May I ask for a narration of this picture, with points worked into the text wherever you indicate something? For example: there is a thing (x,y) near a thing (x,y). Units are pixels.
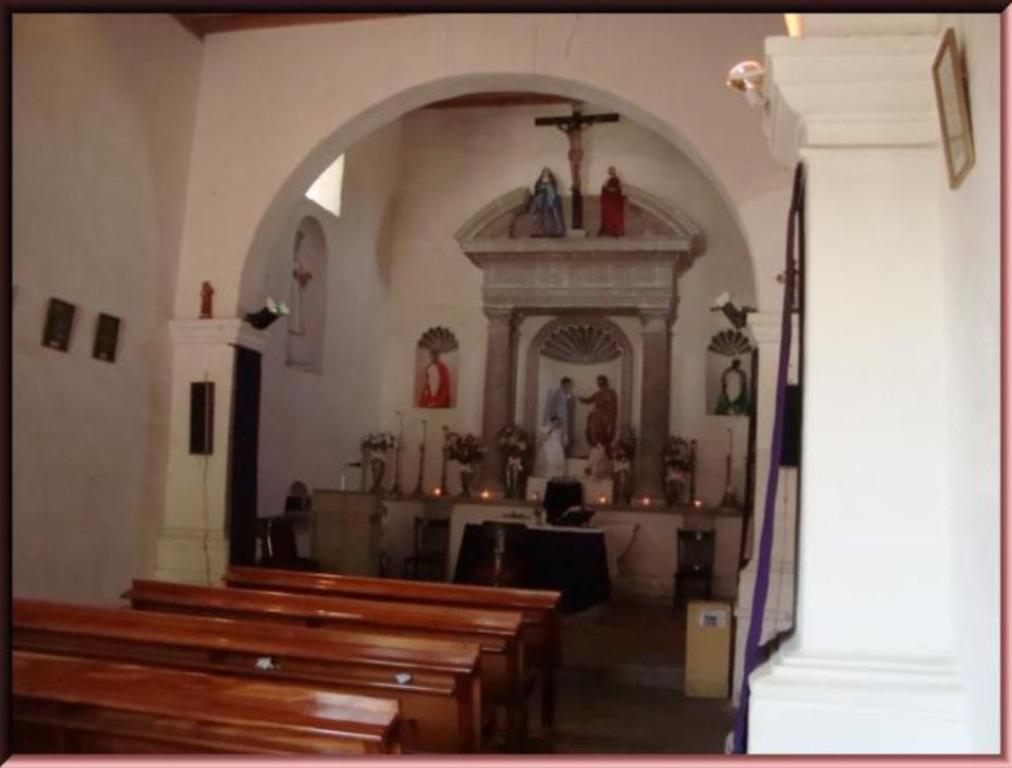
This image is inside view of a church (415,508). I can see benches (330,590) over here and cross (539,120) on the wall (553,136). I can see statues (623,210) and frames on the wall (179,292).
